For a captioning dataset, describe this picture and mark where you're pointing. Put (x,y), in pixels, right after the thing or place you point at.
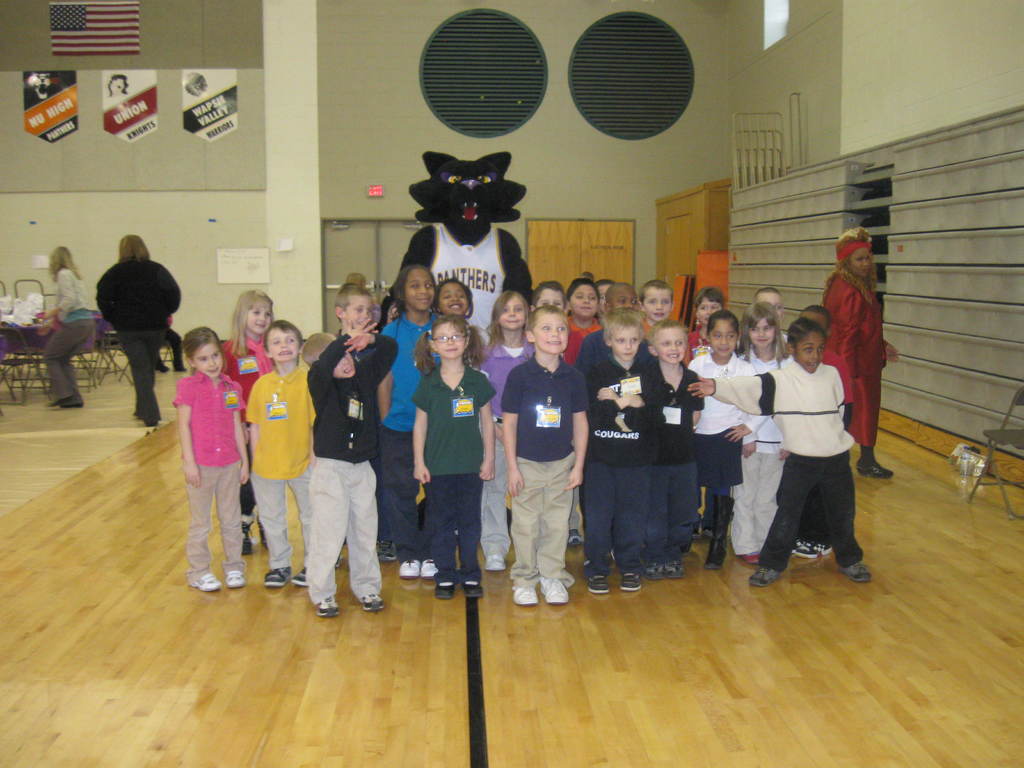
In this image there are a few kids (492,431) standing with a smile on their face (662,354), beside the kid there is a woman (845,314) standing and there is a chair (1002,423) in front of the woman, beside the chair (993,443) there is a shiny object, behind the kids (586,333) there is a depiction (477,254) of a panther (461,252), in the background of the image (148,352) there are two women (130,347) walking and there are chairs (20,350) and tables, behind them there is a wall (277,157) with flags (134,95) and posters (144,112) on it and there is a wooden wardrobe (673,233) and a door (594,269).
